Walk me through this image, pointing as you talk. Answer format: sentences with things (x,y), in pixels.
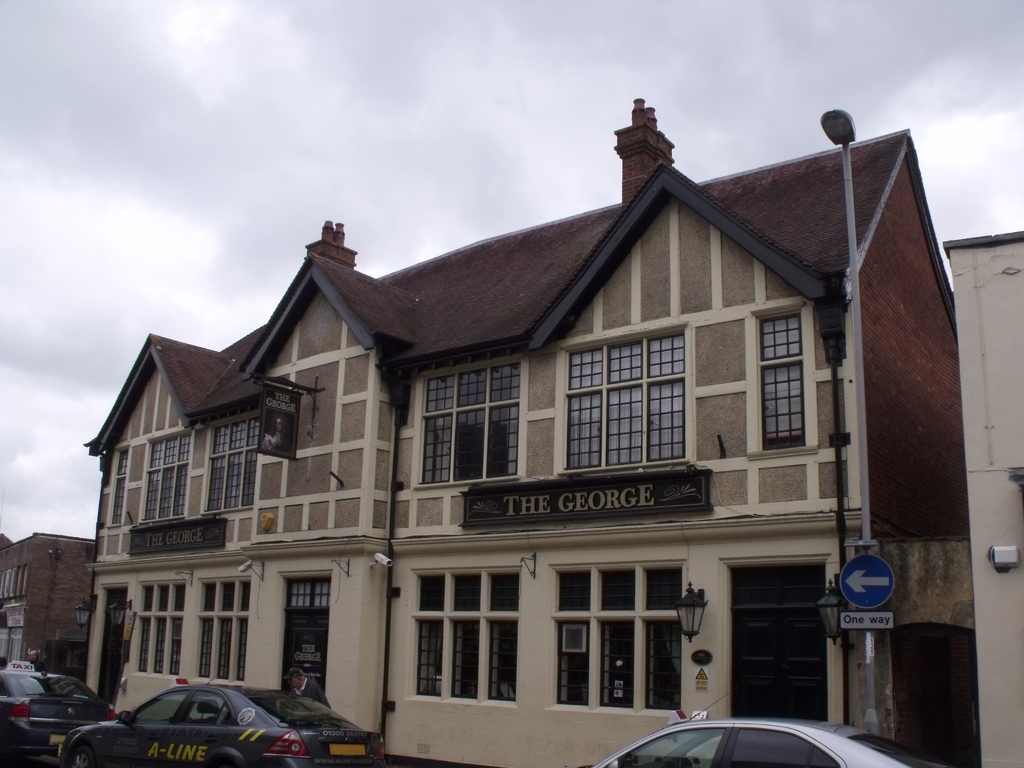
In this image we can see some buildings (478,271) and there are some cars (170,700) in front of the buildings (468,712) and we can see a pole light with sign board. There is a person (314,685) standing near the car (329,737) and at the top (724,69), we can see the sky (70,281).
